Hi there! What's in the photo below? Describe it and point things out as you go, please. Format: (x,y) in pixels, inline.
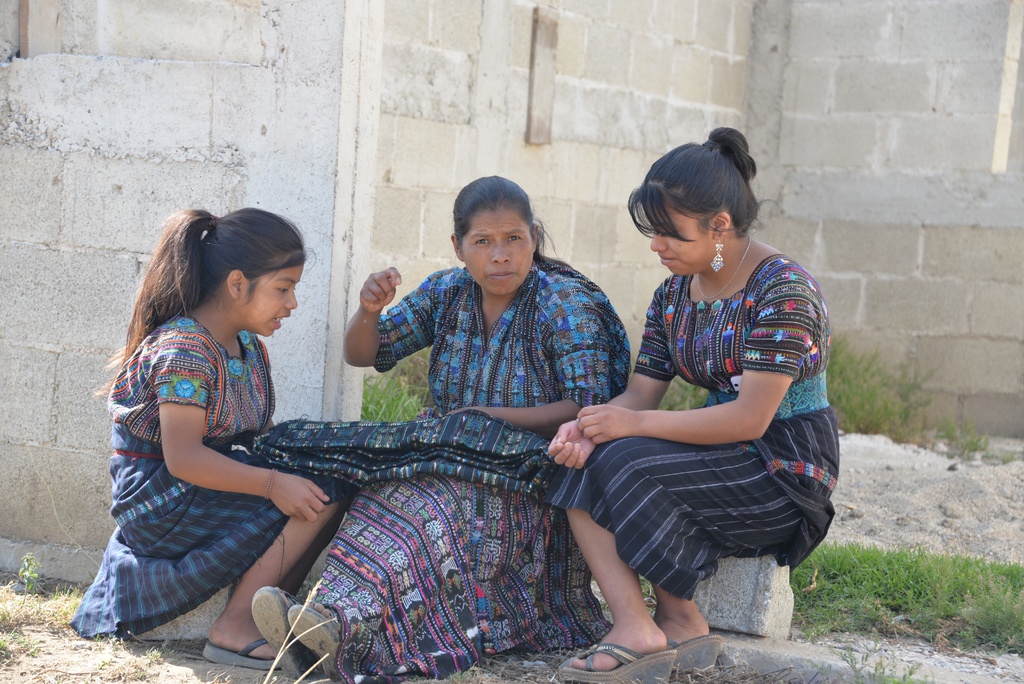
In this image, we can see three persons (727,358) wearing clothes (239,378) and sitting in front of the wall (551,205). There is a grass (886,565) in the bottom right of the image (889,588).
